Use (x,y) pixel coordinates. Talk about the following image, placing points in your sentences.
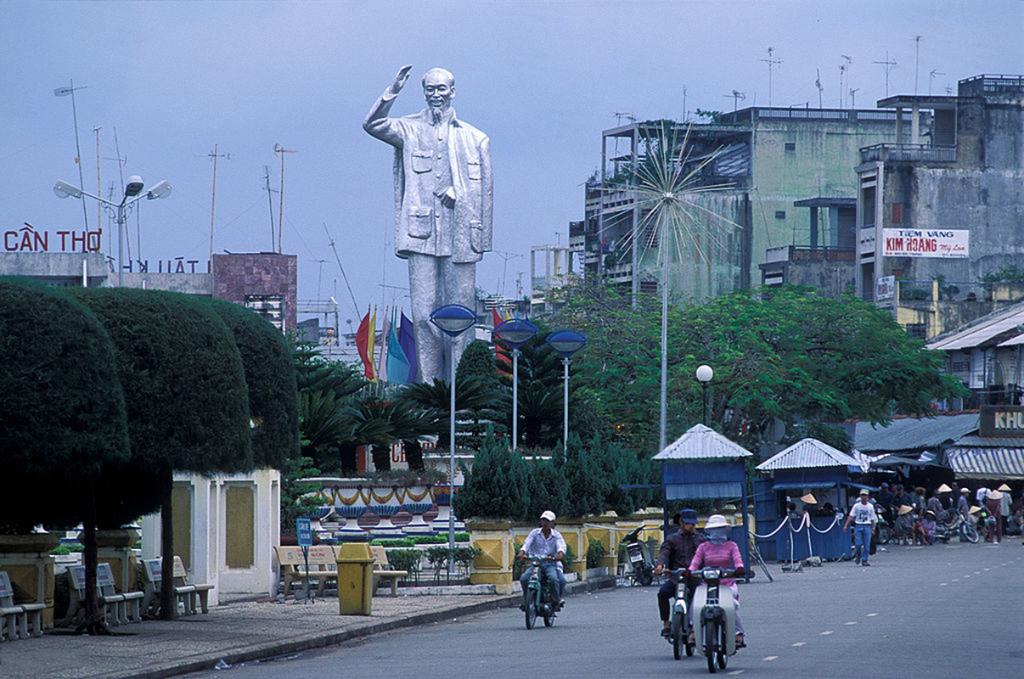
This picture shows buildings (1019,244) and few people (742,569) riding motorcycles (683,580) and few of them wore caps (965,488) on their heads (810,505) and we see poles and we see few benches (318,574) and a dustbin (354,562) on the sidewalk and we see a statue (415,286) and few flags (392,347) and few pole lights (506,326) and a cloudy Sky (378,63).
